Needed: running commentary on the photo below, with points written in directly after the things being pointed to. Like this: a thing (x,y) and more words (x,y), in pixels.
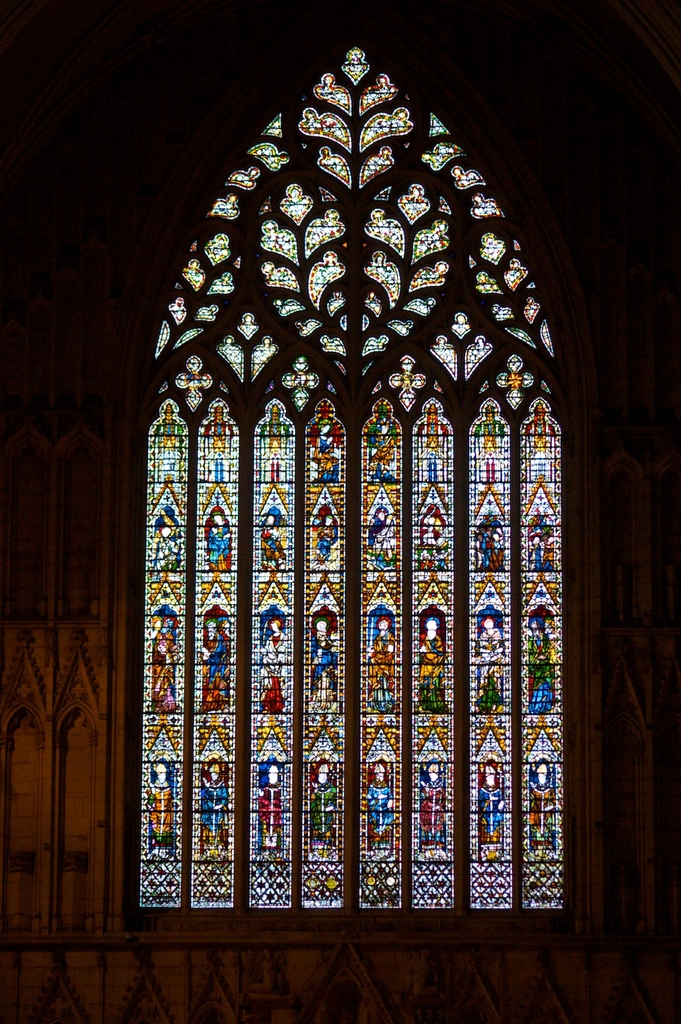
In this image I can see it looks like a stained glass (385,612).
